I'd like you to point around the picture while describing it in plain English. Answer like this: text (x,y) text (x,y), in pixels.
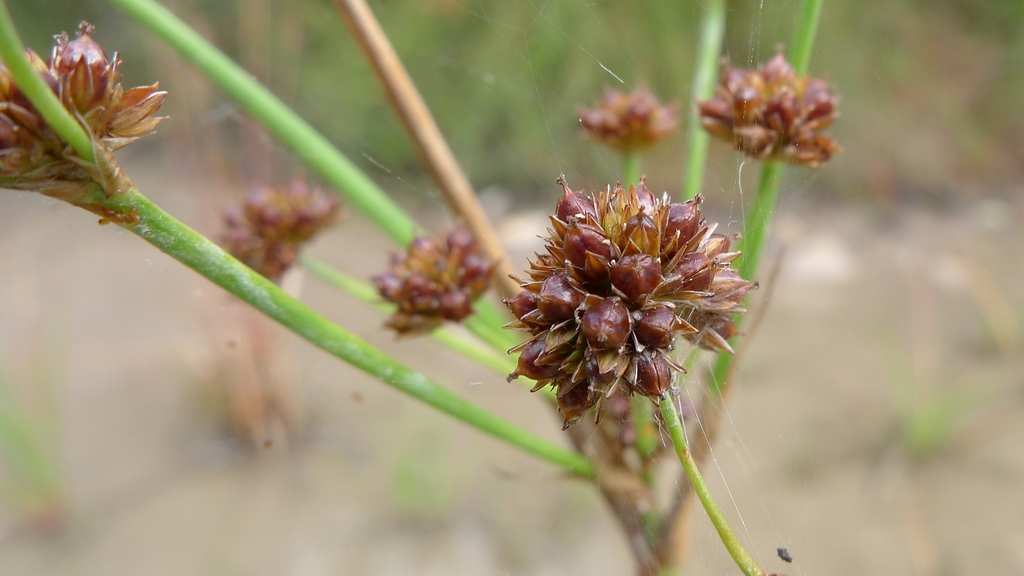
It is a zoomed in picture of a plant (747,552) and the background (136,423) is blurred.
